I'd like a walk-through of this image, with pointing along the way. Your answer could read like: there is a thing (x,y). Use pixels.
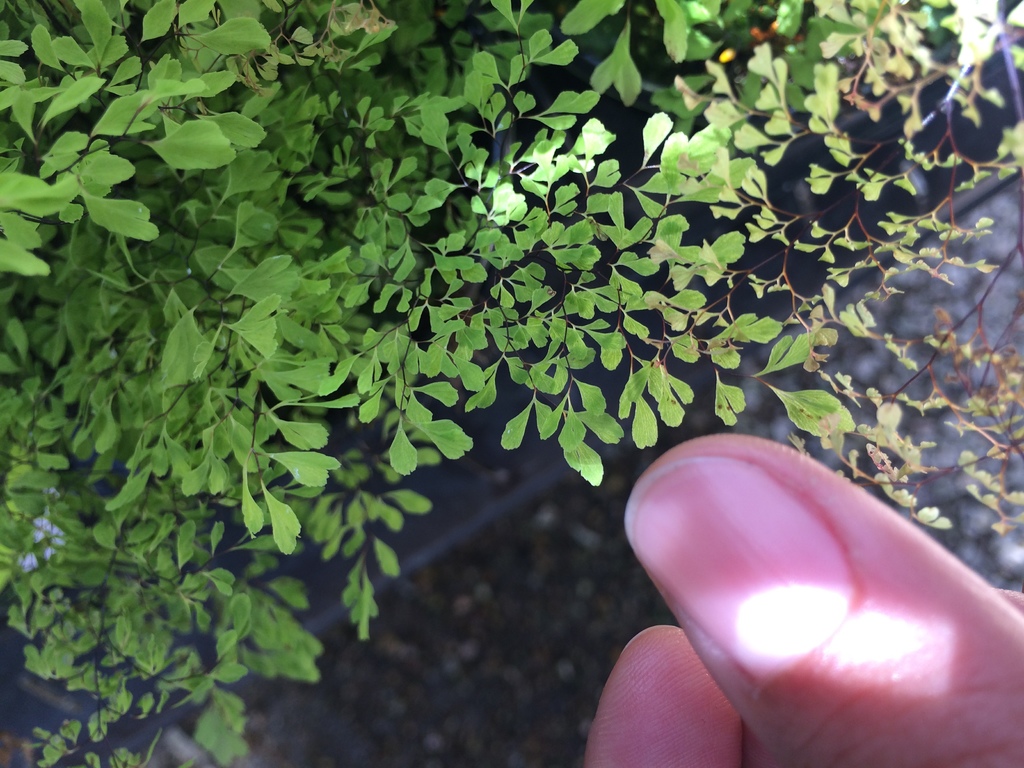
In this image at the bottom (780,574) there is one person's hand (743,652) and on the left side (207,325) there are some plants (542,248), at the bottom (518,609) there is a walkway (541,588).
